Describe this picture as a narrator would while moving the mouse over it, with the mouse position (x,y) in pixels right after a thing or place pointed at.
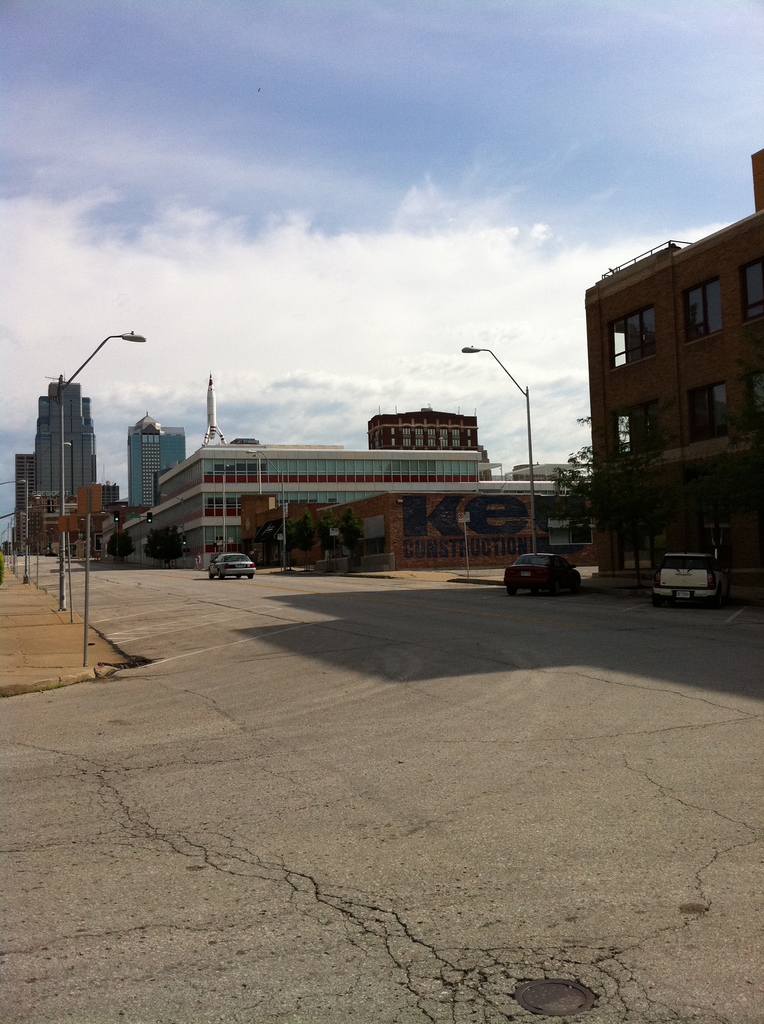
In this image in the background (219,503) there are buildings (166,487), poles (65,556) and there are cars (691,593) on the road (96,571) and the sky (232,242) is cloudy.
